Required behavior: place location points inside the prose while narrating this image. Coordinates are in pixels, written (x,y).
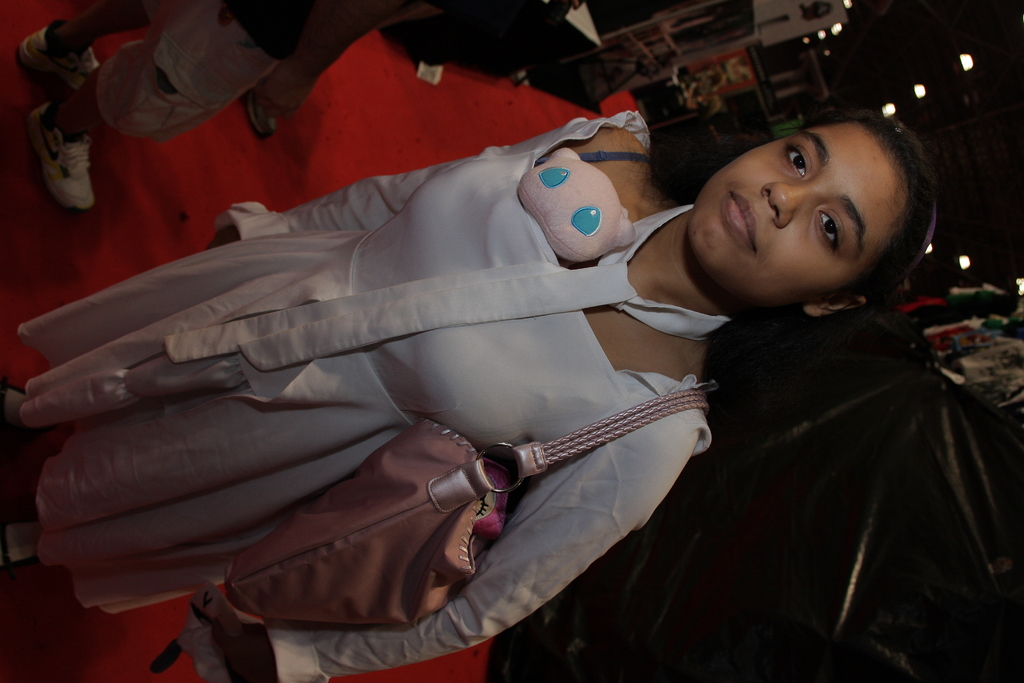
In this picture I can see a woman (599,292) is standing and carrying a bag (494,485). In the background (934,93) I can see lights (967,63), people (251,56) and some other objects (615,82) on the ground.
